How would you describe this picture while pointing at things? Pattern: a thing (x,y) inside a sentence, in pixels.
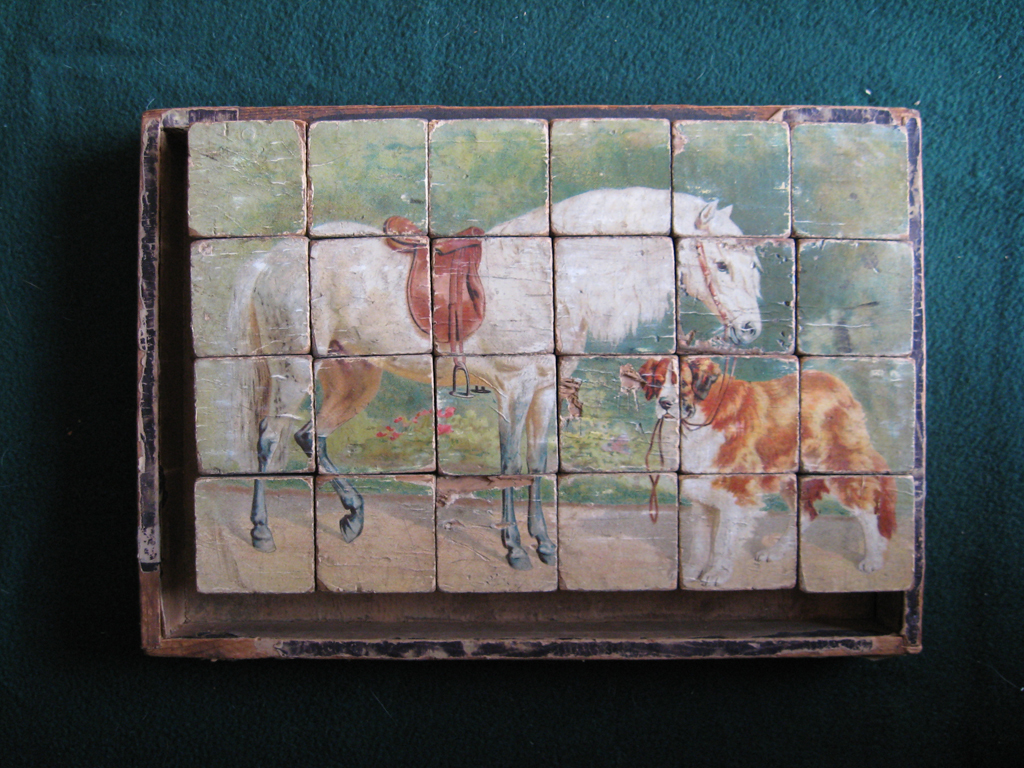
In this image we can see a painting (665,371) of a dog (665,371) and horse (586,273) on some blocks (552,494) placed on a frame (805,645) kept on the surface (931,47).
